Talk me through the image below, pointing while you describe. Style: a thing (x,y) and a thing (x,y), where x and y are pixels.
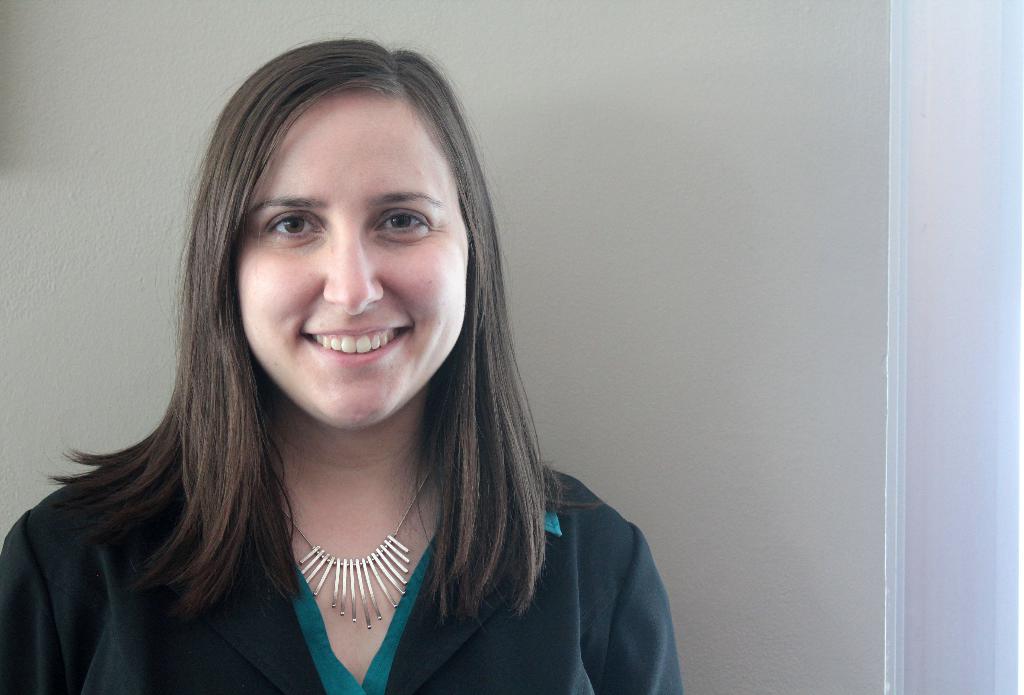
The woman (307,592) in a green and black dress (529,616) is smiling. Behind her, we see a wall (666,296) in white color.
